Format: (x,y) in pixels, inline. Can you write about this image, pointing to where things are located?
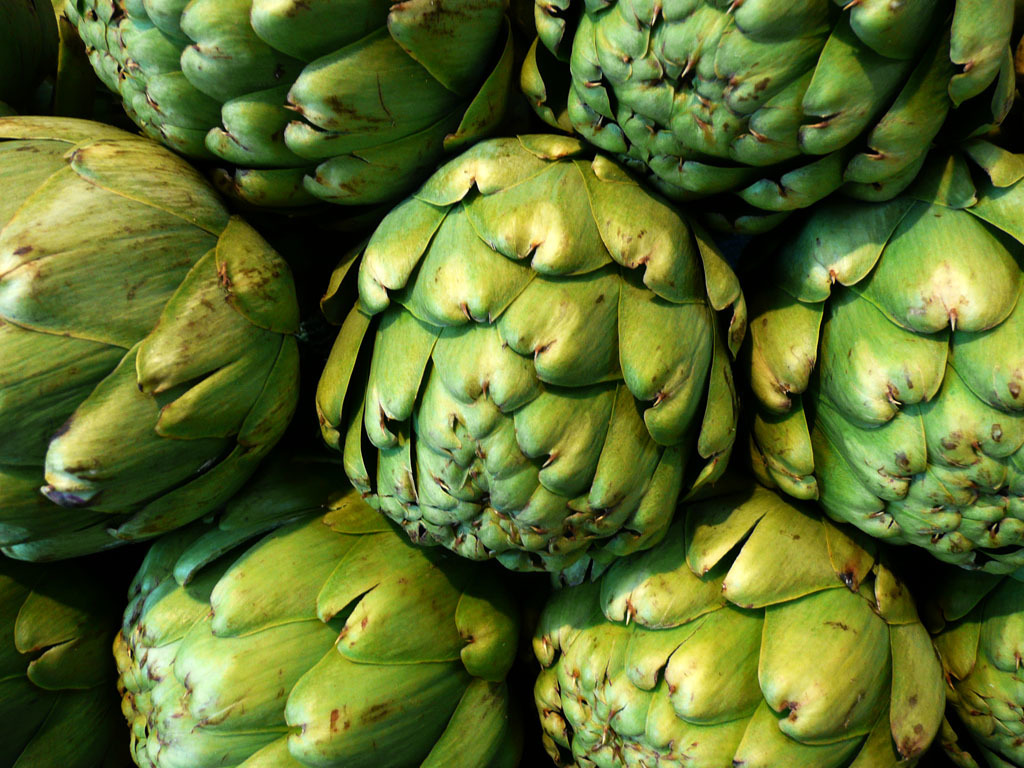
In this image we can see artichokes (324,365).
